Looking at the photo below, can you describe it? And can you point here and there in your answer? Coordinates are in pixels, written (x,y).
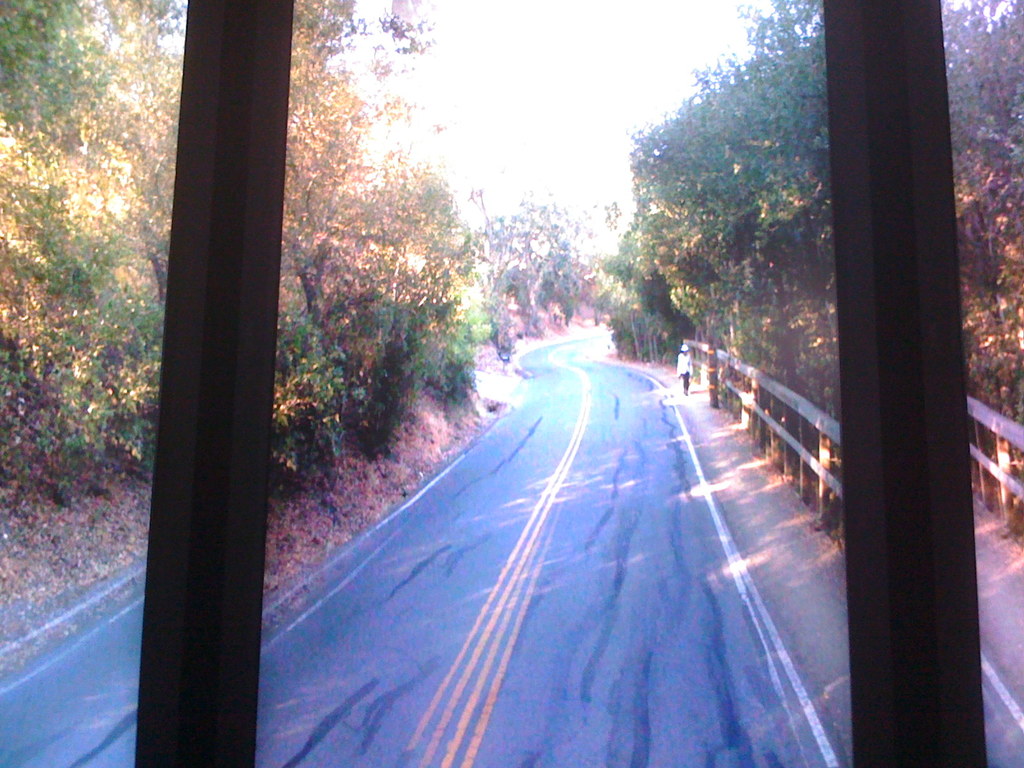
The picture is taken from a glass (290,345) or a railing (227,481). In the foreground (627,452) we can see road (397,512). In the middle of the picture (361,453) there are trees (44,271), railing (710,350), person (686,382) and other objects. At the top (568,54) there is sky (513,52).
